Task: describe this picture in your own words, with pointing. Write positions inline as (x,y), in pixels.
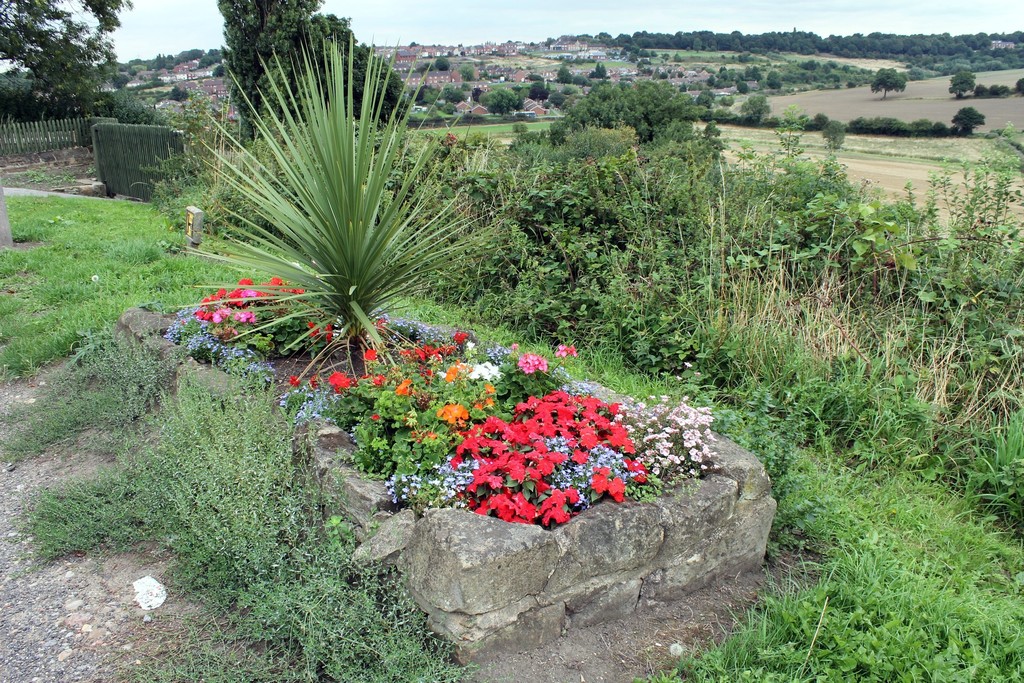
In this image in the middle (554,265), there are plants (470,373), flowers (507,441), grass (814,597), stone (578,592) and land (135,578). In the background (819,123) there are trees (742,121), houses (452,71), crops (766,152), fence (116,186) and sky (473,24).
